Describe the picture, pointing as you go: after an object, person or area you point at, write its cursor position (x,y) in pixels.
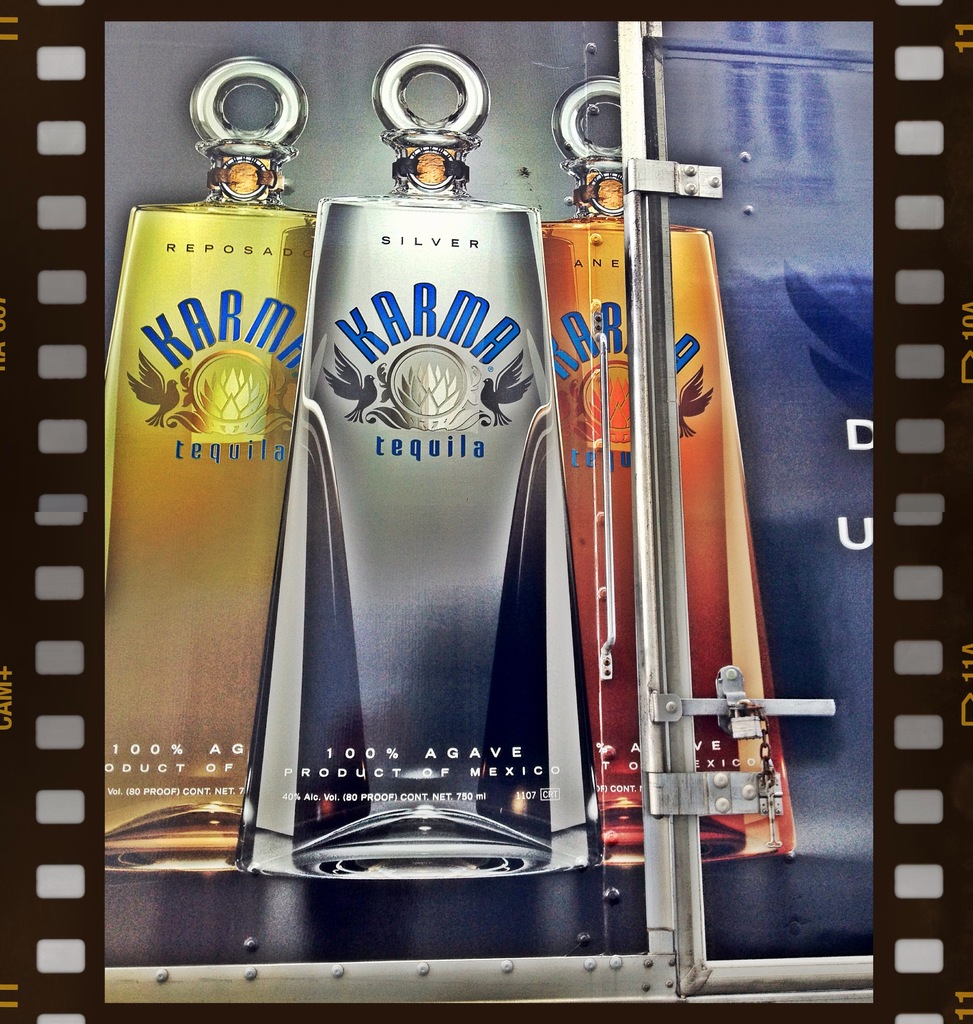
In this image, there are bottles (460,281) contains some text (188,323).
